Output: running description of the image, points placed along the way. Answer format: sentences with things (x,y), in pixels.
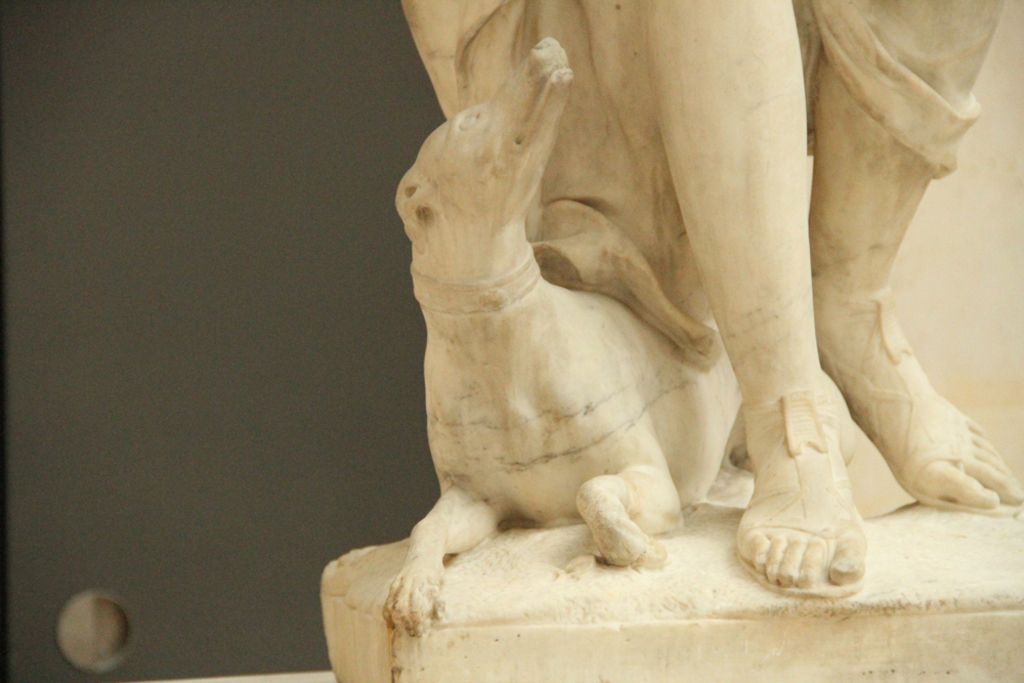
In the picture I can see a sculpture (674,274) of a person (727,322) and an animal (488,385). In the background (246,665) I can see an object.
